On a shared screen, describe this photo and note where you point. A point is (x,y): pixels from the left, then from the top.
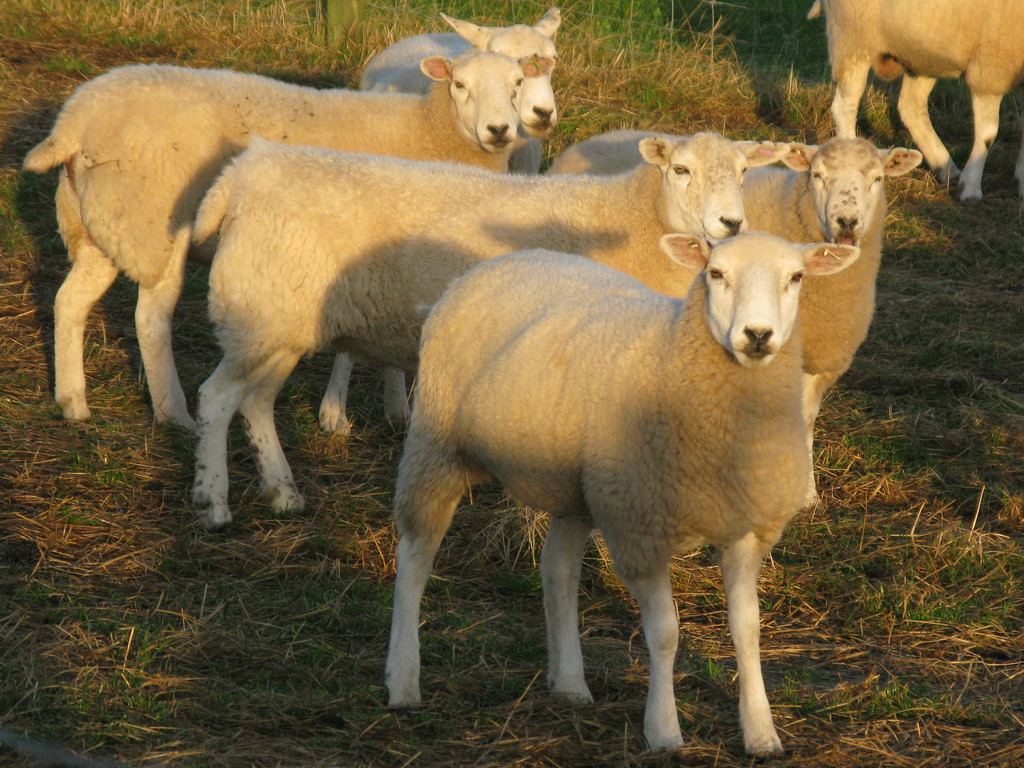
In this image we can see some animals (457,277) and we can see the grass (248,7) on the ground (248,7).
